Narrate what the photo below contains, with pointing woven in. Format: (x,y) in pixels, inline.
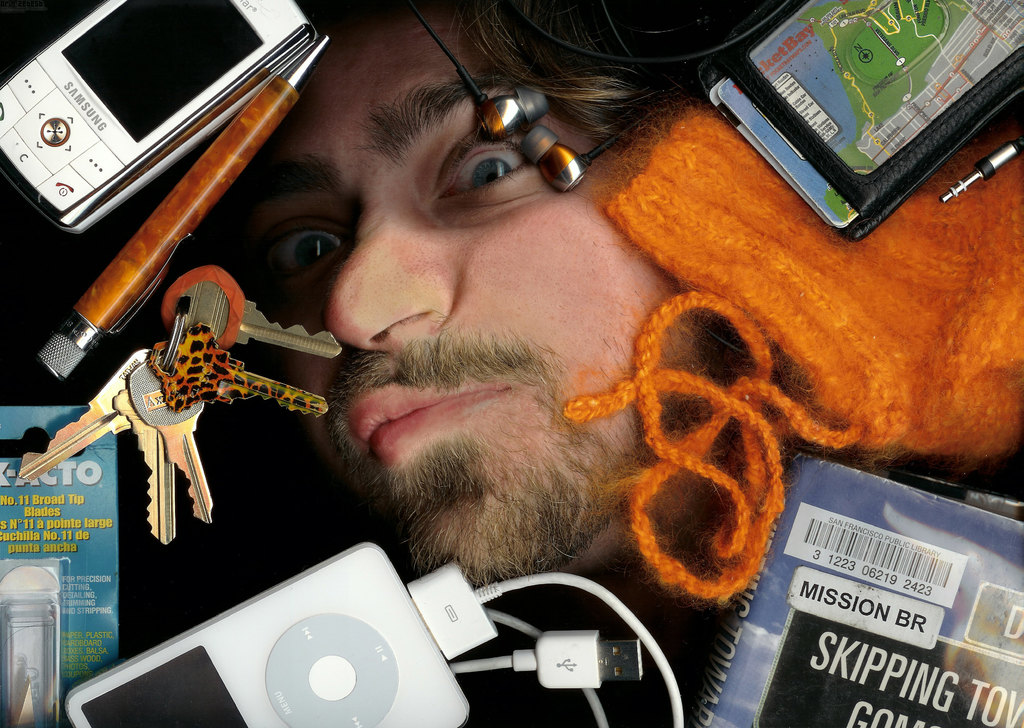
In this picture we can see a person's face (298,268), mobile (173,55), pen (103,303), keys (217,392), device (325,592), cable (550,678), book (822,553), woolen cloth (796,267), earphones (514,112) and an object (36,578).
